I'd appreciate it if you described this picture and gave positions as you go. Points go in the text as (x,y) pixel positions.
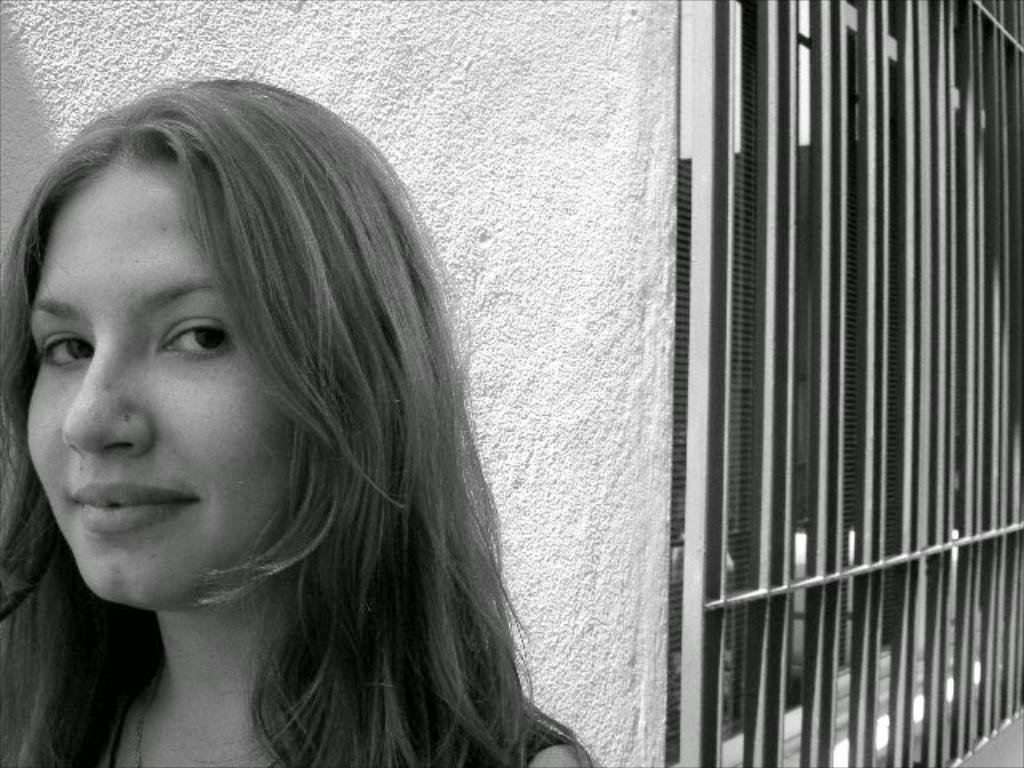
As we can see in the image. On the left side (225,405) there is a woman (267,405). Behind her, there is a white color wall (538,200). On the right side (854,357) there is fence (928,288).
